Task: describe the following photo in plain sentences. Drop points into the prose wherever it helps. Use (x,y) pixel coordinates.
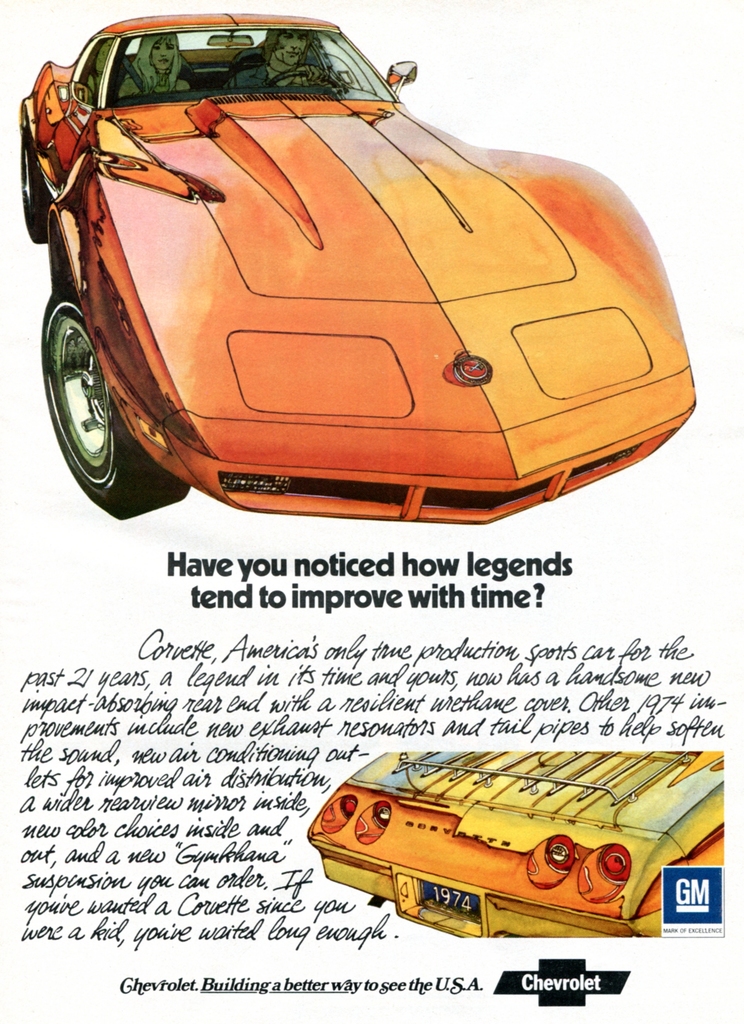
In this image we can see a poster (284,145) with some vehicles (354,186), people (274,64) and text (347,710), also we can see the background (397,10) is white.
